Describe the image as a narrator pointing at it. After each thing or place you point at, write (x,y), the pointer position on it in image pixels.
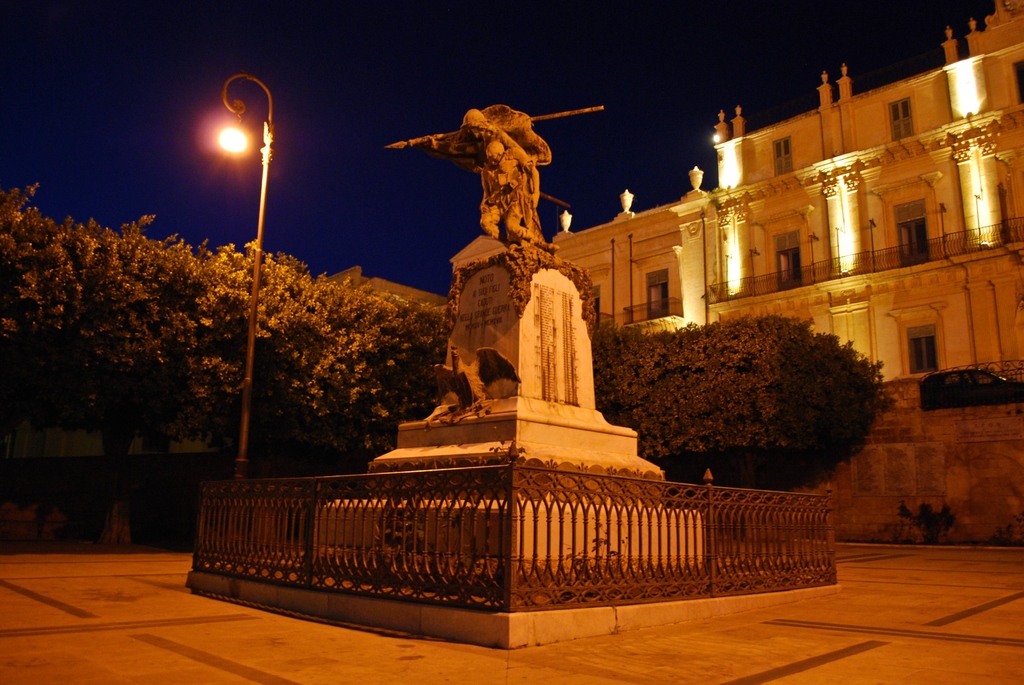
In the center of the image (509,232), we can see a fence (584,533) around the statue (501,383) and in the background (253,242), there are trees (266,282) and we can see a light (259,267) and a building (759,288). At the bottom (856,635), there is road (856,632) and on the right (967,393), there is a vehicle (942,384). At the top (607,65), there is sky (632,79).
